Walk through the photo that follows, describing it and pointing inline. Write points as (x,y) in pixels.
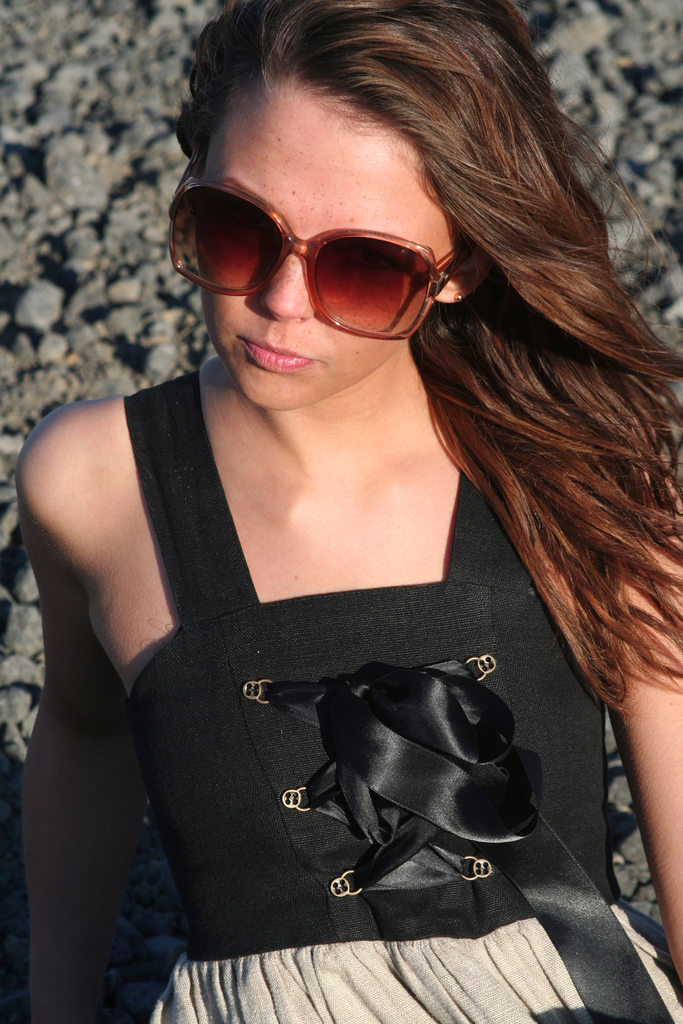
In this picture there is a woman (364,428) who is wearing goggle (349,333) and black dress (446,791) and she is sitting on the floor (60,251). In the top left (60,256) we can see stones (65,161).
